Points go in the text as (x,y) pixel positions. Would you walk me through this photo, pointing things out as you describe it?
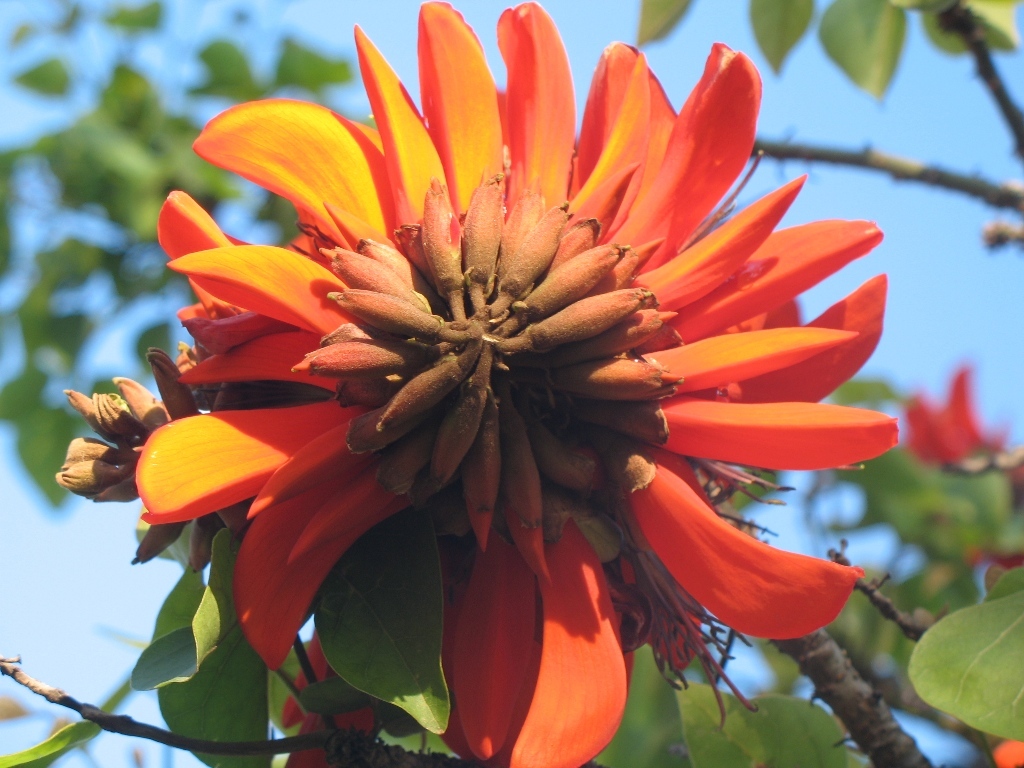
In this image I can see the flower (263,635) and the flower (479,134) is in yellow, orange and brown color. Background (2,224) I can see trees (972,690) in green color and the sky (404,32) is in blue color.
